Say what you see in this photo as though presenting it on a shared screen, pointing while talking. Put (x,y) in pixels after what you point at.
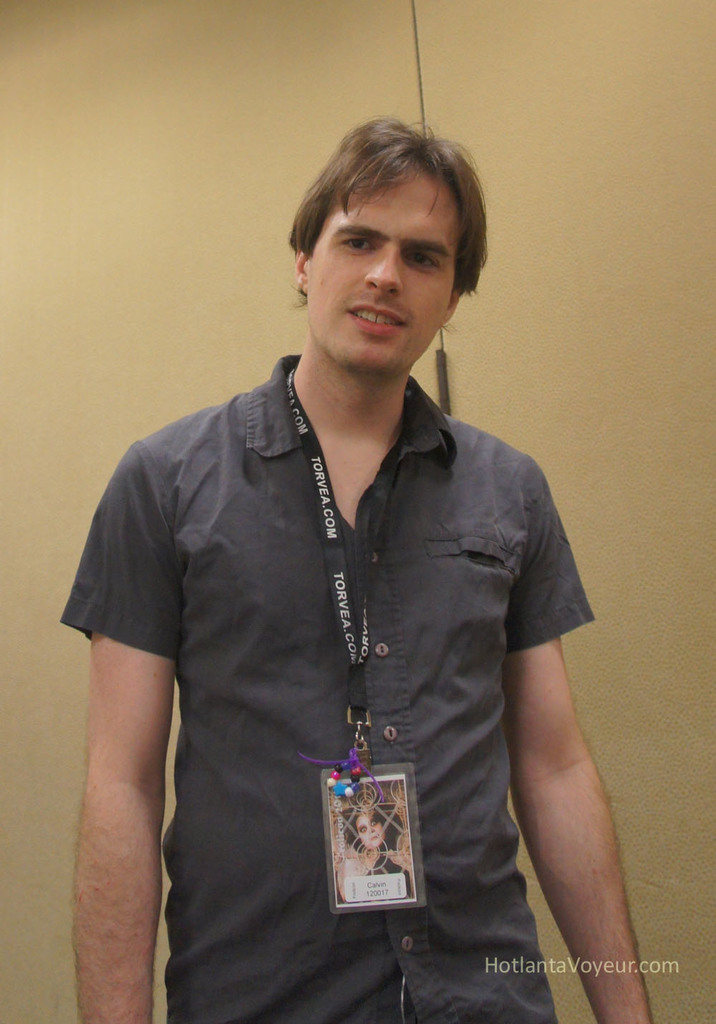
In this picture there is a man (312,424) standing and wearing tag (372,823). In the background of the image (258,113) it is cream color. In the bottom right side of the image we can see text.
